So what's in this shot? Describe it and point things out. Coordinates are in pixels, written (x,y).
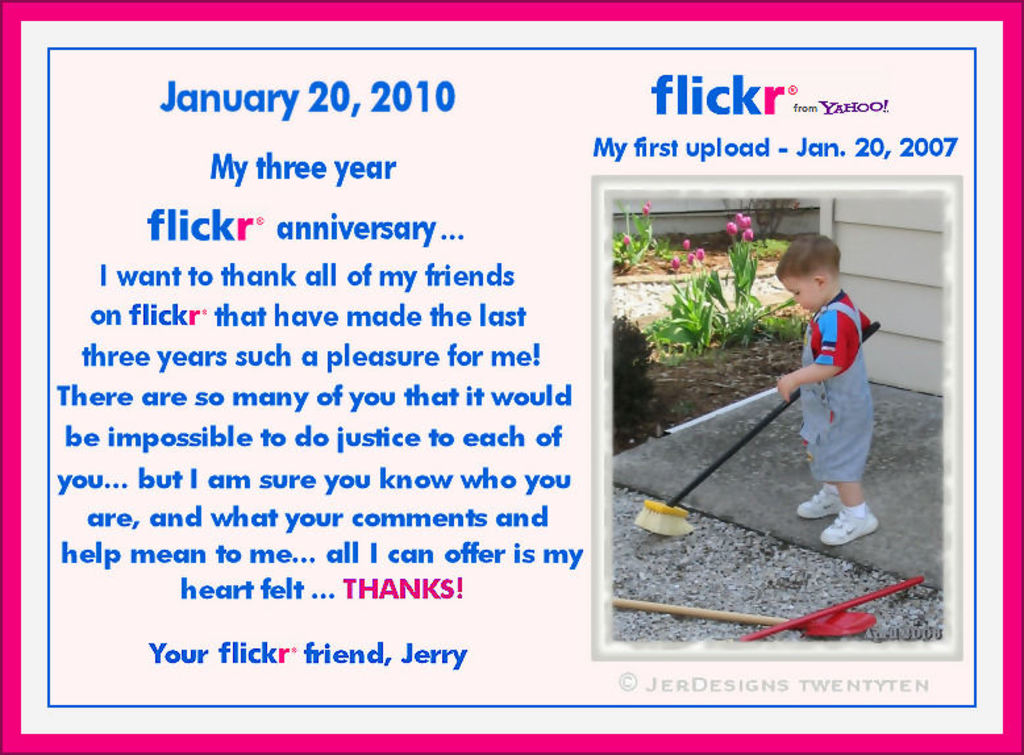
In this image there is a picture (688,481) and some text (287,470) on it. Right side (823,409) there is a boy (846,371) holding a broomstick (646,512). He is standing on the floor (878,470). Beside the floor (895,479) there are few plants (697,306) having flowers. Behind the boy (806,419) there is a wall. There are few objects (811,619) on the land (770,587). Left side of the image (221,500) there is some text (330,392).
